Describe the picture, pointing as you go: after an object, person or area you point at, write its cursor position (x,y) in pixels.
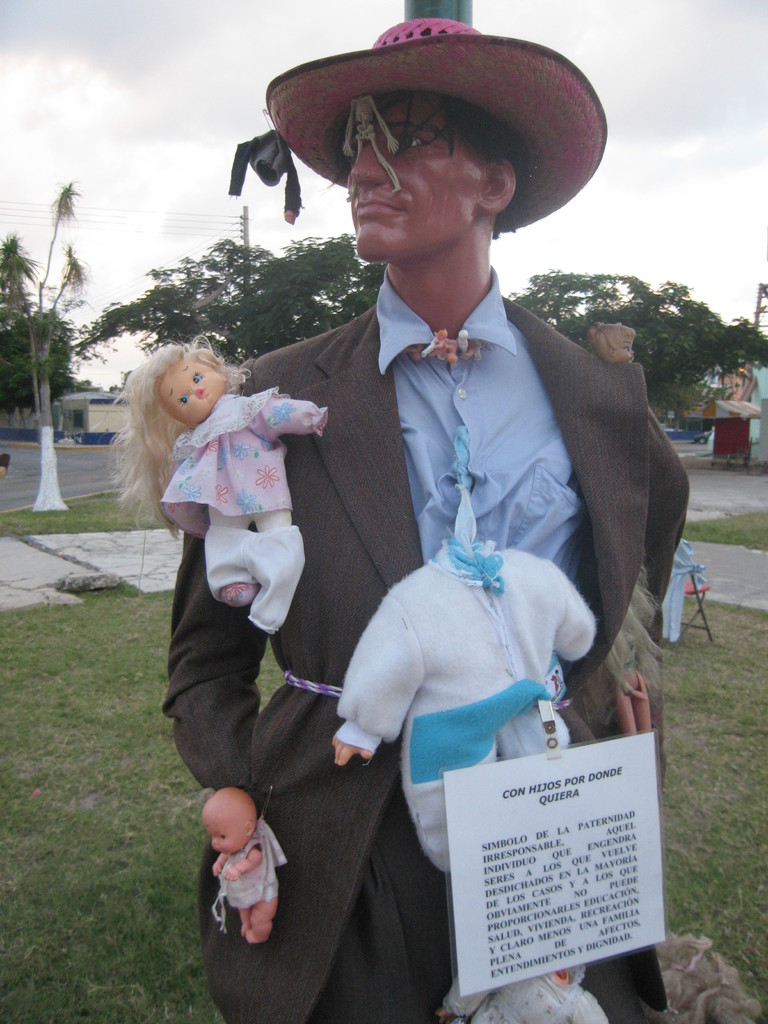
In the middle of this image (461,386), there is a mannequin (400,370) in a suit (634,420) having dolls (174,388) attached to him and a badge (519,925). In the background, there is a road (719,489), there are trees (20,398) and there are clouds (208,28) in the sky (85,43).
